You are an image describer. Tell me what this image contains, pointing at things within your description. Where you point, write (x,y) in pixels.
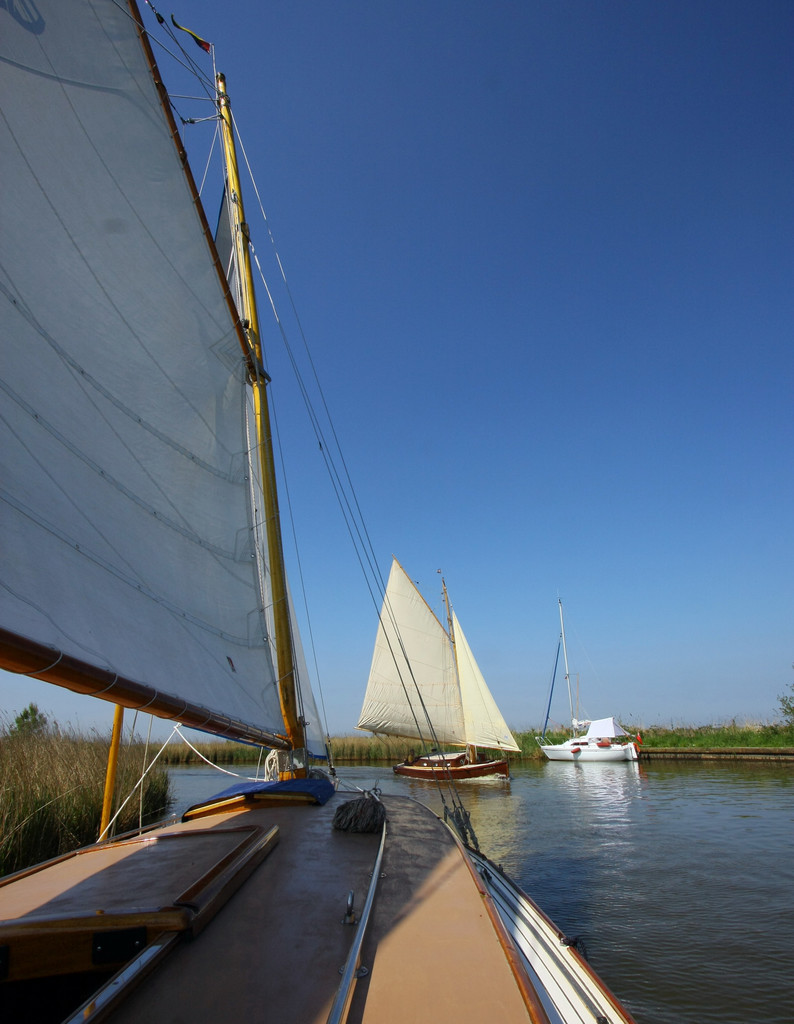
In this image, we can see some boats (483,708) sailing on the water (477,778). We can also see some grass (699,730), plants (40,795) and trees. We can also see the sky (624,469).
